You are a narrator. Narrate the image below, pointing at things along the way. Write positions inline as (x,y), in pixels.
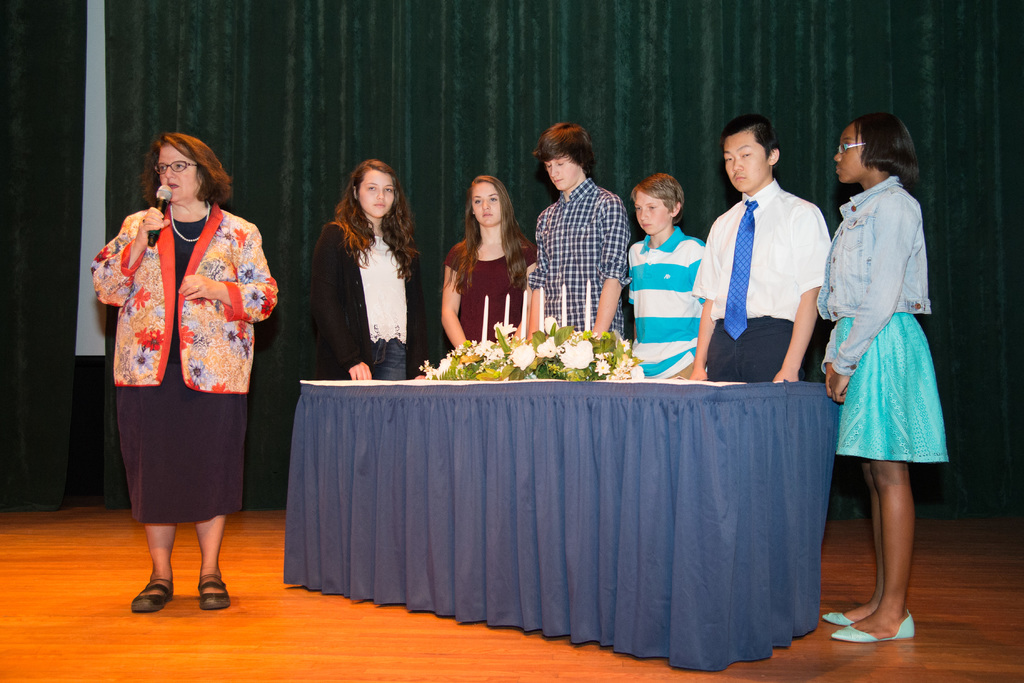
In this image there are group of persons (333,272) standing behind the blue color sheet (549,446) at the left side of the image (172,519) there is a woman (182,287) standing and holding a microphone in her hand (151,232) and on the top of the table (571,394) there are candles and flower bouquet (508,354).
